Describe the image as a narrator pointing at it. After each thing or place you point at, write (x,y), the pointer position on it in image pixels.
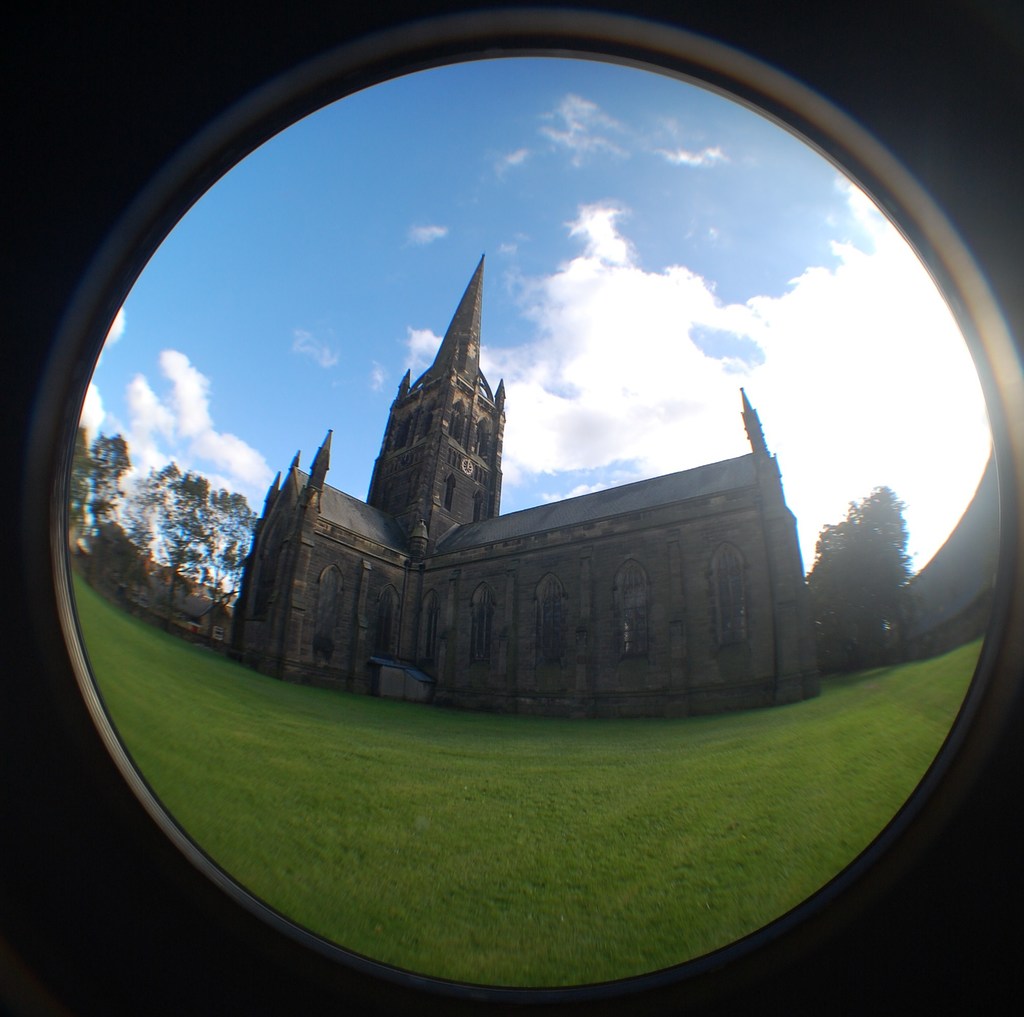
This is a view from a glass (357,691). And there is a grass lawn (485,734) and a building (474,591). In the background of the building (483,559) there are trees (204,522) and sky (639,280) with clouds (611,241).
